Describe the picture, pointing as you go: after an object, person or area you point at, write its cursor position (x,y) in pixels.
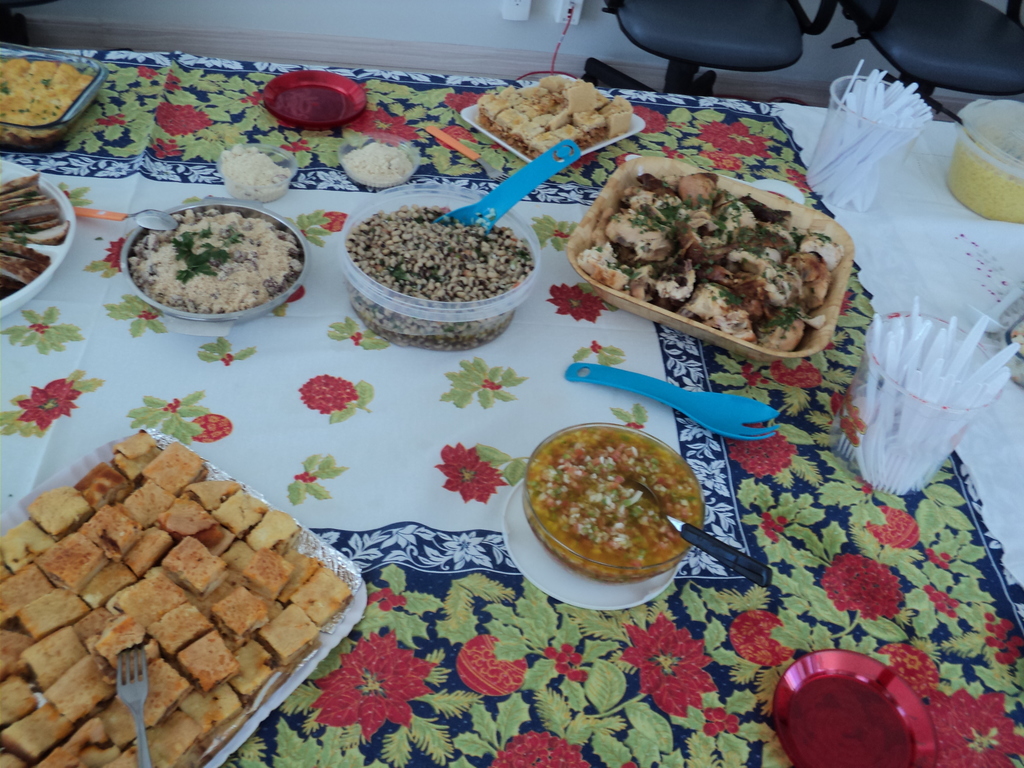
In the center of the image (510,417) we can see a cloth (817,595). On the cloth (834,563), we can see cutlery (909,444), glasses (909,469), some food items (557,499) and some objects (90,92). In the background (311,34) there is a wall (335,17), wire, switchboards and chairs (696,66).
